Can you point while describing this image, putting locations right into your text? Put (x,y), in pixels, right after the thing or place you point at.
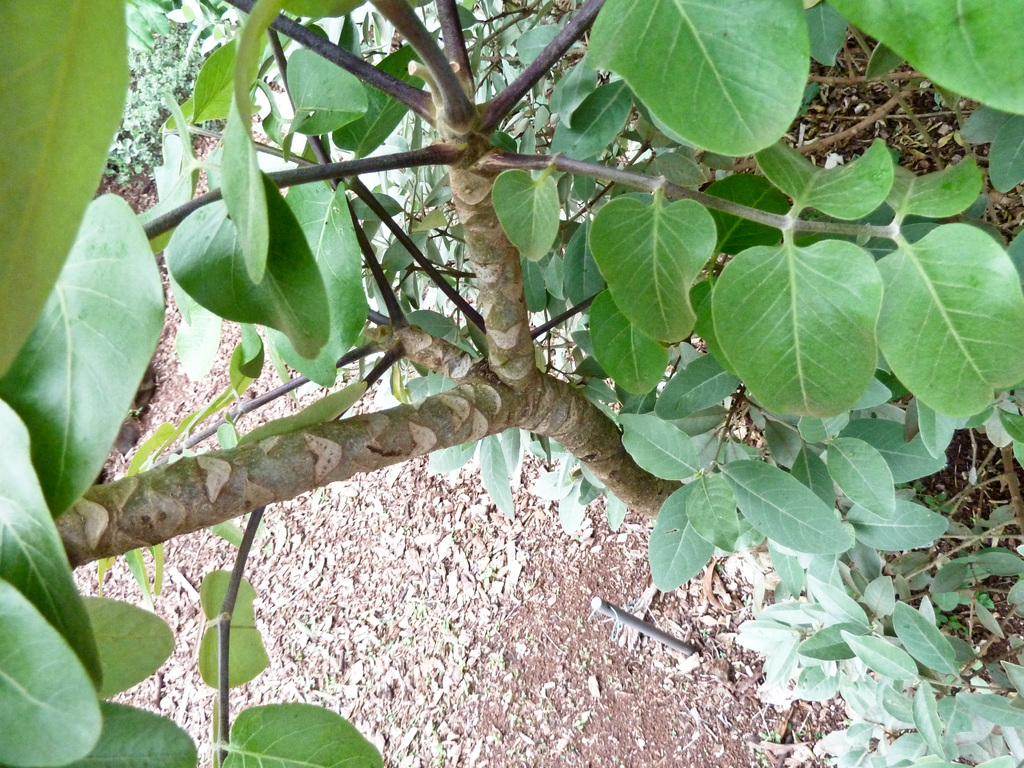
In this image I can see trees (896,27) and plants (710,467) in green color and I can also see few dried leaves (428,606) on the ground (353,575).
